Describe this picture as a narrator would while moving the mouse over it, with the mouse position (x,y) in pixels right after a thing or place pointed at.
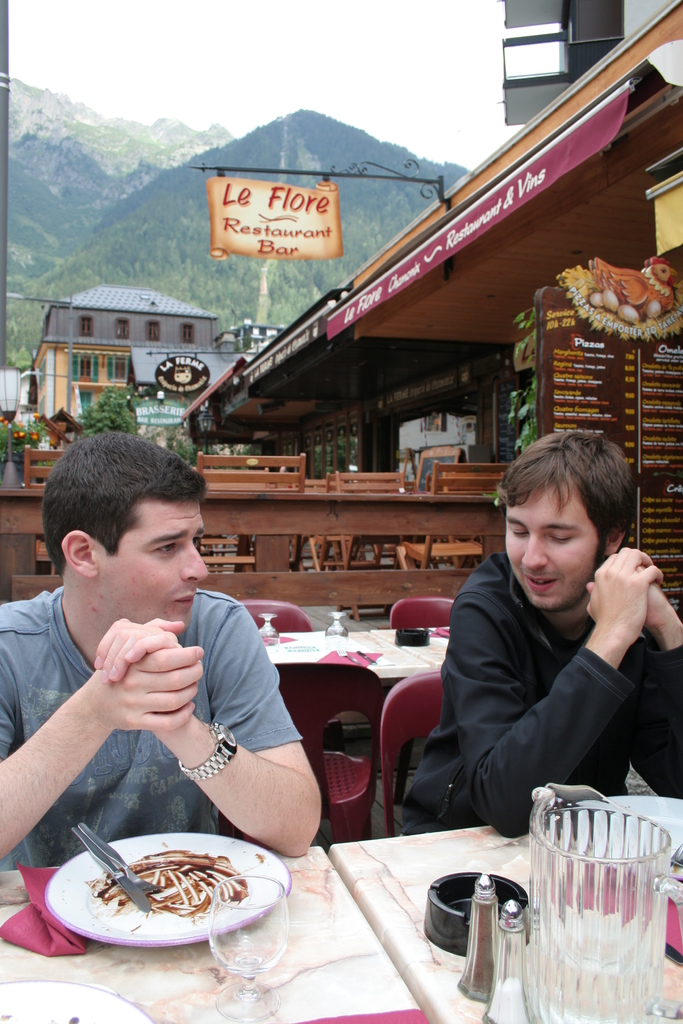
In this image there is a restaurant (495,386) on the right (465,226). In the middle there is a table (351,968) on that there is a plate (180,906), jug (590,907) and glass (246,934), in front of that table (423,931) there are two man (451,694) sitting on the chair (388,732). In the background (370,101) there is a building (176,322), hill (193,243), poster (264,220) and sky (381,100).
